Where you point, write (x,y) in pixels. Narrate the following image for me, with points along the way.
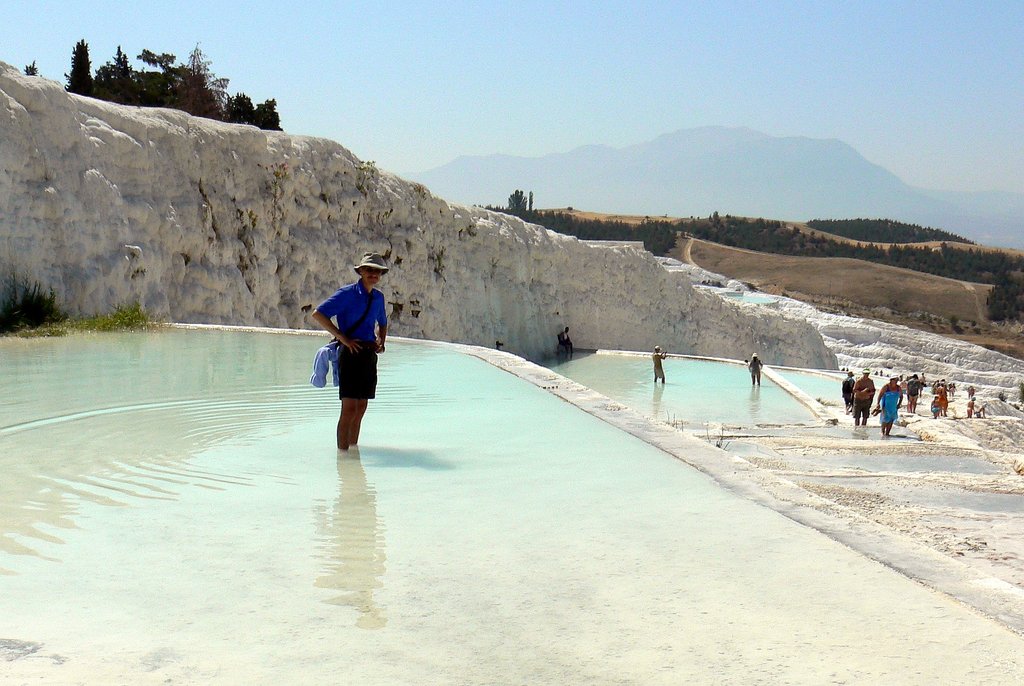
In this image we can see some people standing in water (439,483). We can also see a group of people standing on the ground (879,492), some plants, the hills (843,184), a group of trees (1012,306) and the sky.
